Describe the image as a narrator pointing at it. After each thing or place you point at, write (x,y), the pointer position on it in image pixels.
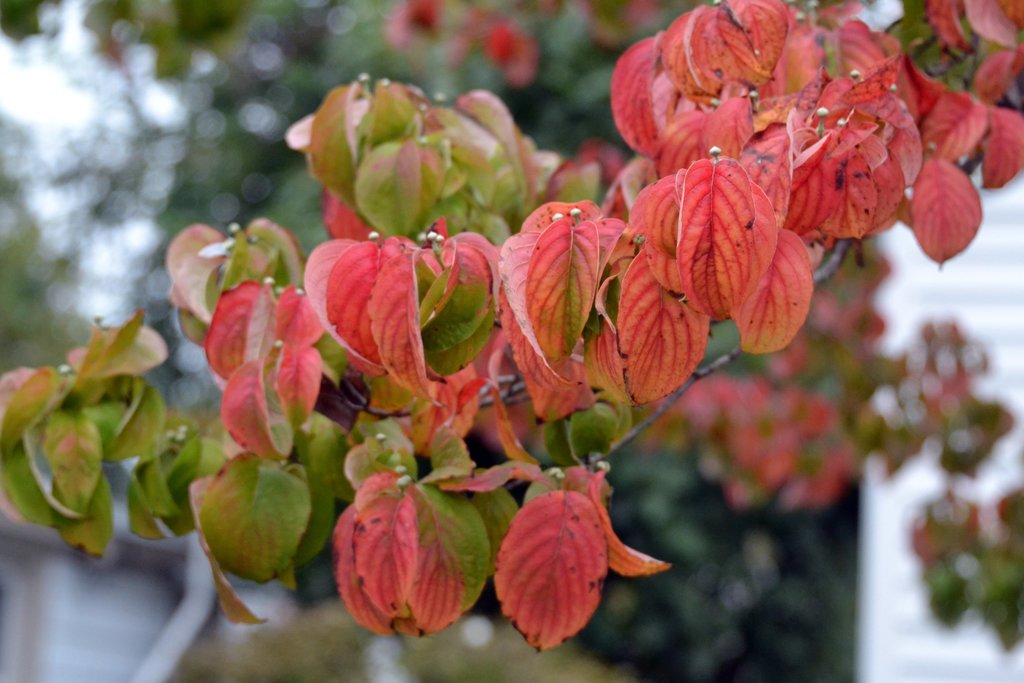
In the image there is a plant (370,343) with red and green leaves (570,317) and behind there are many trees (249,171).
